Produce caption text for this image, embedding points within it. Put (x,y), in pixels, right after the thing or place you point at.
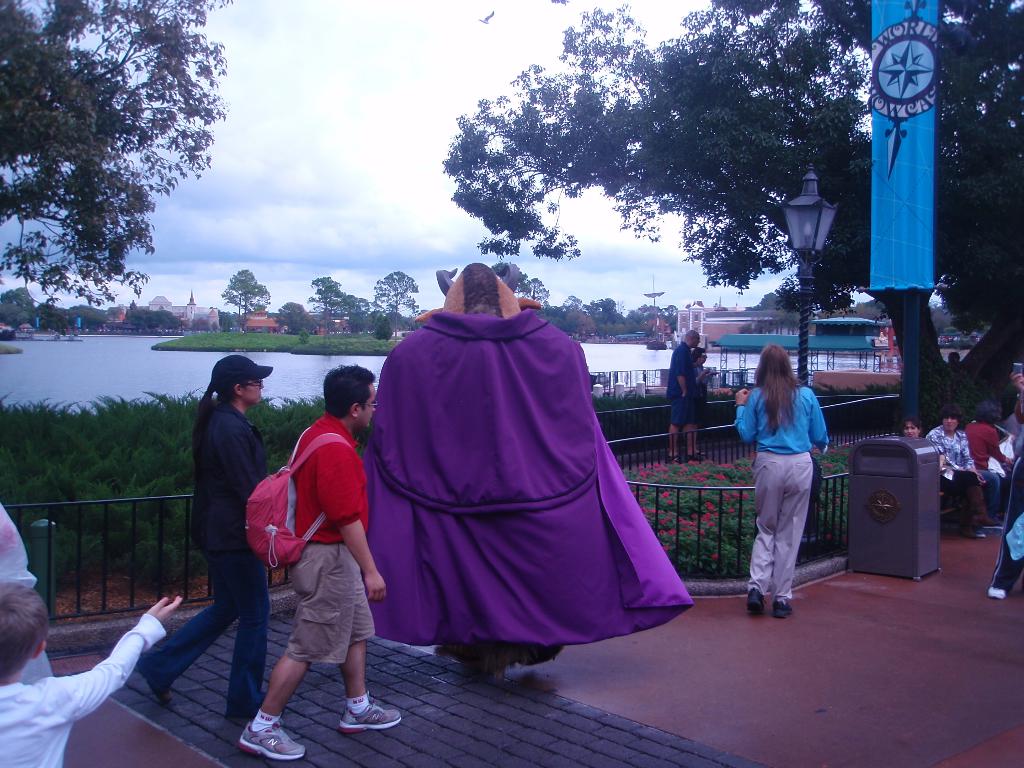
In this picture there is a woman (224,451) and a man (349,503) towards the left (334,467). Man (299,755) is wearing a red t shirt (343,456) and carrying a bag (299,537). Before him, there is a person (419,497) wearing a costume (487,656). Towards the right (762,492), there is a woman (783,431) wearing a blue top (791,445) and grey trousers (785,513). Beside her, there is a dustbin (900,475). Towards the right (946,528), there are people (982,520) sitting on the bench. In the center (361,344), there are plants (839,393), river (25,373), grass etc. On the top (201,80), there are trees (498,161), sky (358,138), banner (894,162) etc.
